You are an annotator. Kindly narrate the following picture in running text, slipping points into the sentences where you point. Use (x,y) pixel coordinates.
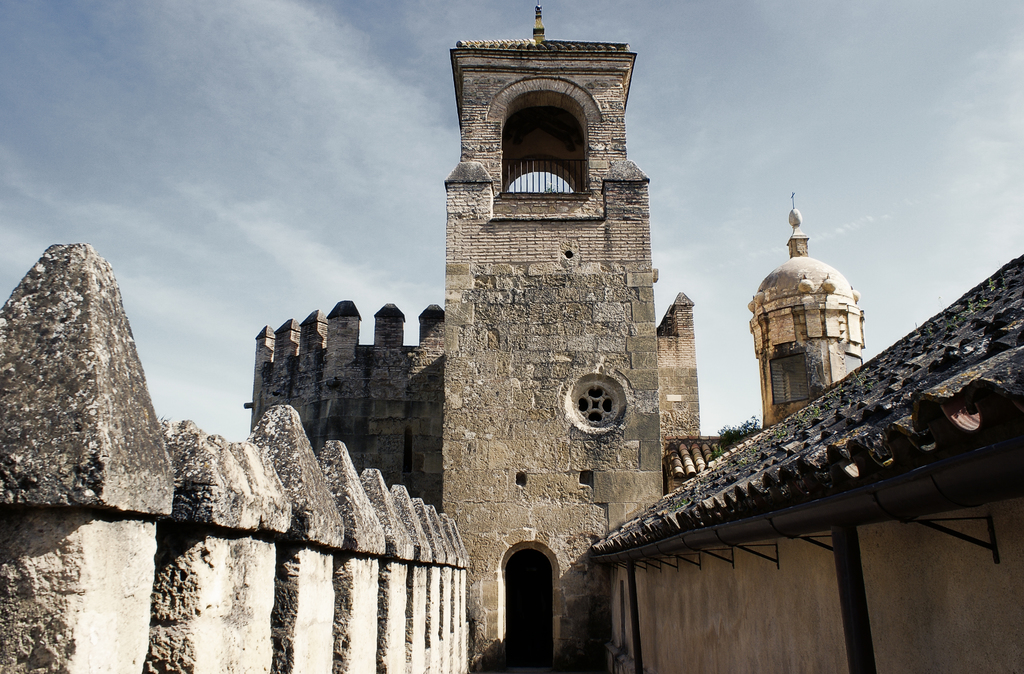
In this picture we can see a fort (374,436), and we can find clouds (305,216).
